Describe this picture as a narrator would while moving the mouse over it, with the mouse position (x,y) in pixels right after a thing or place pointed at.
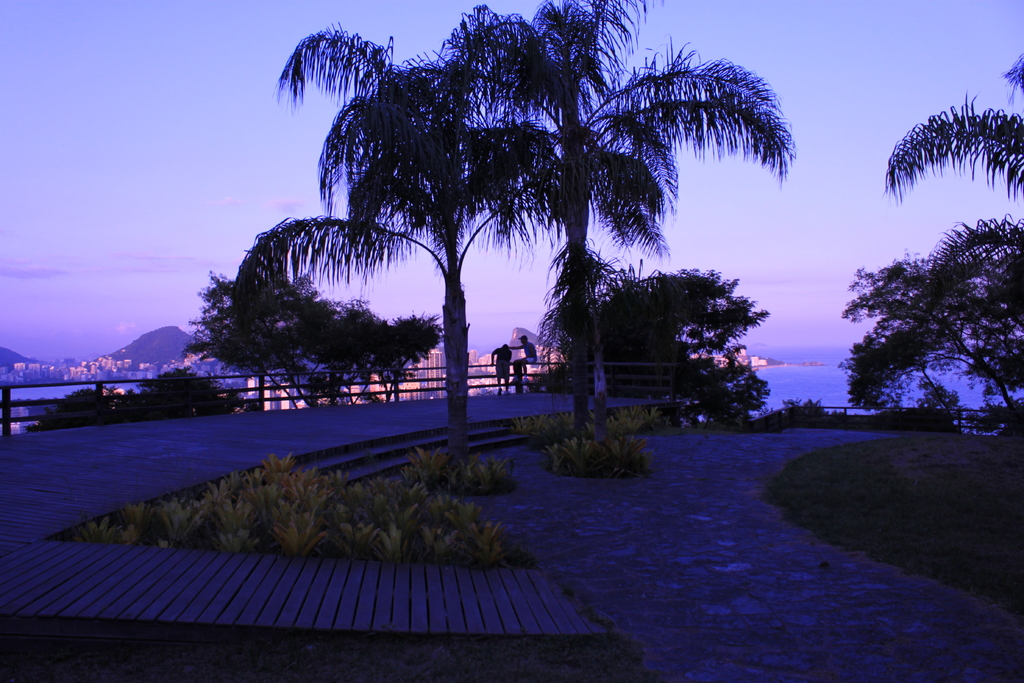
In this picture I can see few trees (259,289) and plants (285,481) and I can see a man (504,370) standing and another man (525,365) seated on the metal fence (261,386) and I can see buildings (372,389), water (797,382) and a cloudy sky (84,11).
